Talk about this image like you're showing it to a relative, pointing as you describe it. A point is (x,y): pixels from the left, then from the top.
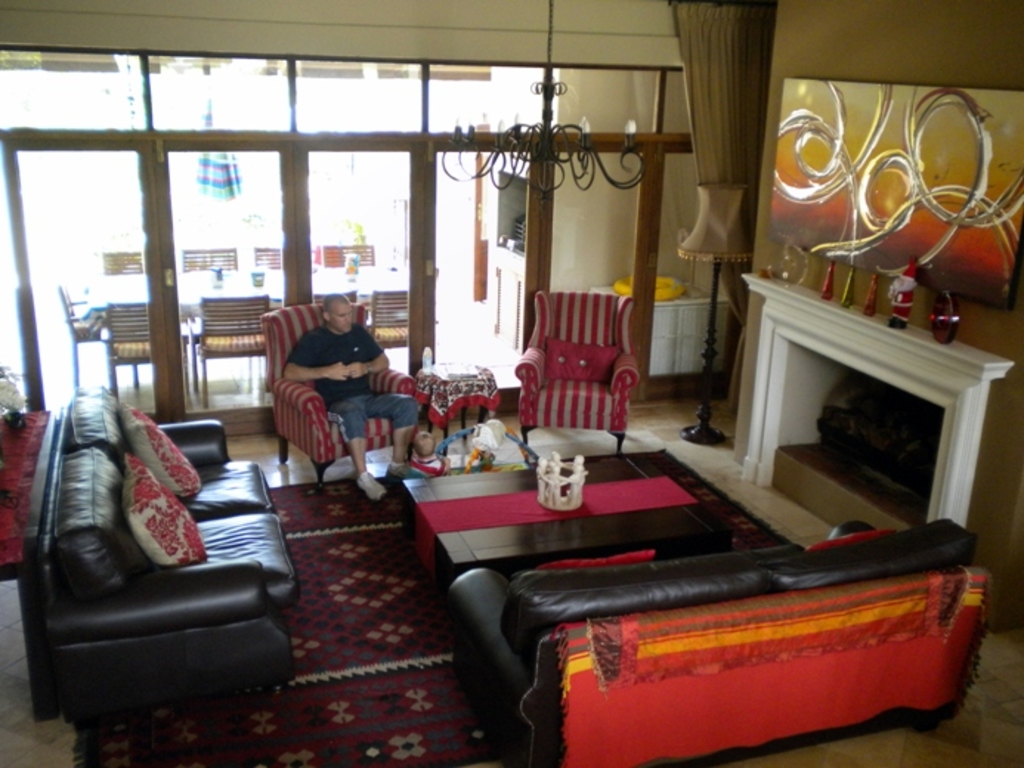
This is a picture taken in a room (301,534). The man (338,370) in black t shirt (322,348) was sitting on a chair (312,408) and boy (426,470) is playing on the floor (364,588). On the floor (364,687) there are sofas (250,673) and table (493,532). To the right side of the table (638,498) there is a fireplace (795,332) on top of this there are some items (782,260) and on the floor (716,457) there are lamp (710,345). Behind the man (330,358) there is a glass door (177,259) through which we can the dining table (252,288) and chairs (244,301).
